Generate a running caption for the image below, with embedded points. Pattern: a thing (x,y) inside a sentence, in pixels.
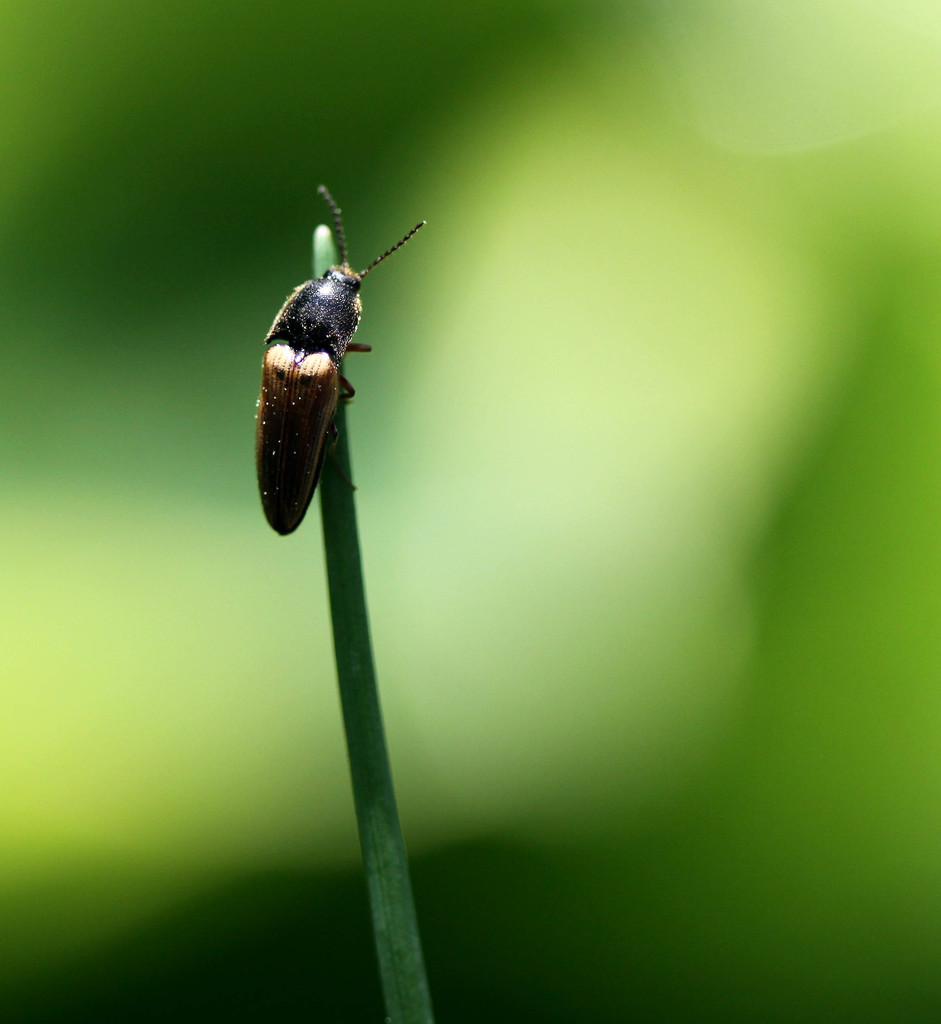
In this image I can see an insect (270,411) on a plant (393,890). The background (93,77) is covered with green color. This image is taken may be in a garden (508,669).
